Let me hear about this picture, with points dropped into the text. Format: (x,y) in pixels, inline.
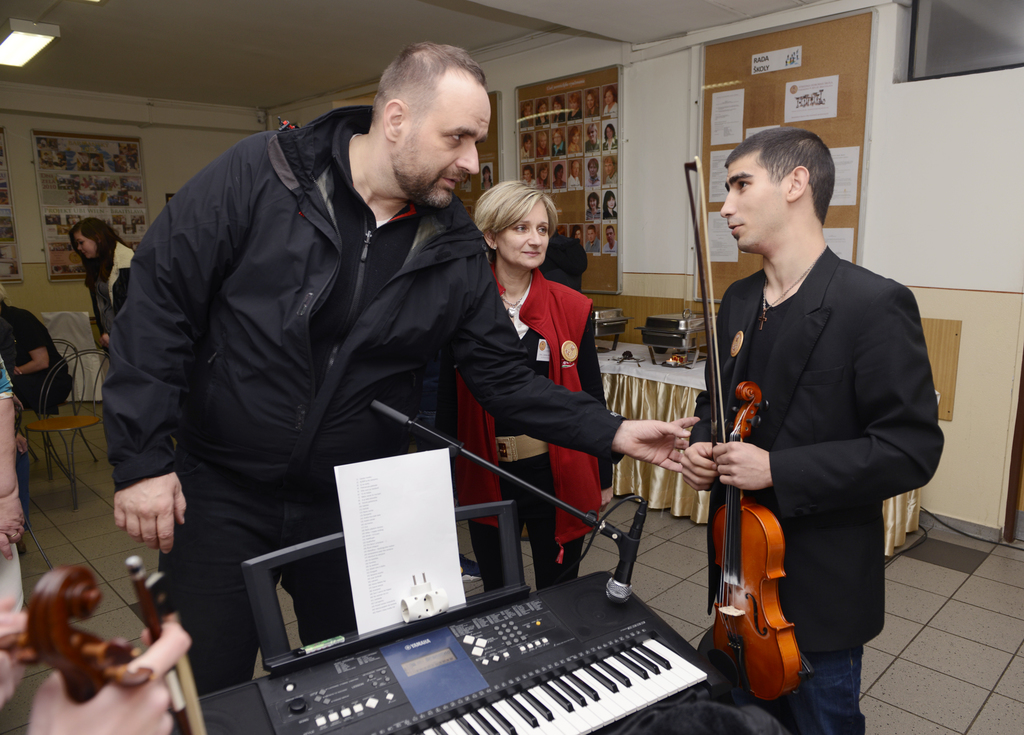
In this picture we can see three persons (740,345) are standing on the floor (963,693). he is holding a violin (748,624) with his hands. And this is piano (532,673). On the background (146,190) we can see a wall (670,155) and these are the frames (106,150). This is table (675,407) and there is a light (37,41).
